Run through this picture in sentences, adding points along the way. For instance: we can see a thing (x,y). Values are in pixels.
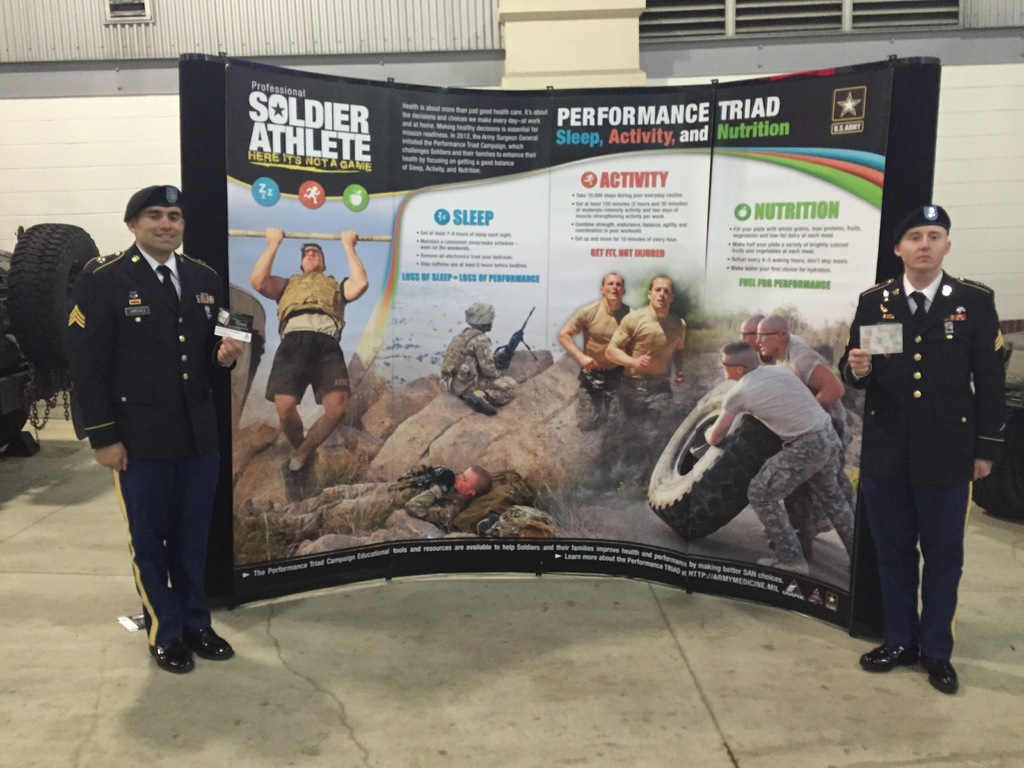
On the left (145,330) and right of the image (935,282) two persons (138,317) are standing and holding a paper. Behind them there is a banner (874,112). Behind the banner (414,144) there's a wall (178,148) and there are some wheels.
